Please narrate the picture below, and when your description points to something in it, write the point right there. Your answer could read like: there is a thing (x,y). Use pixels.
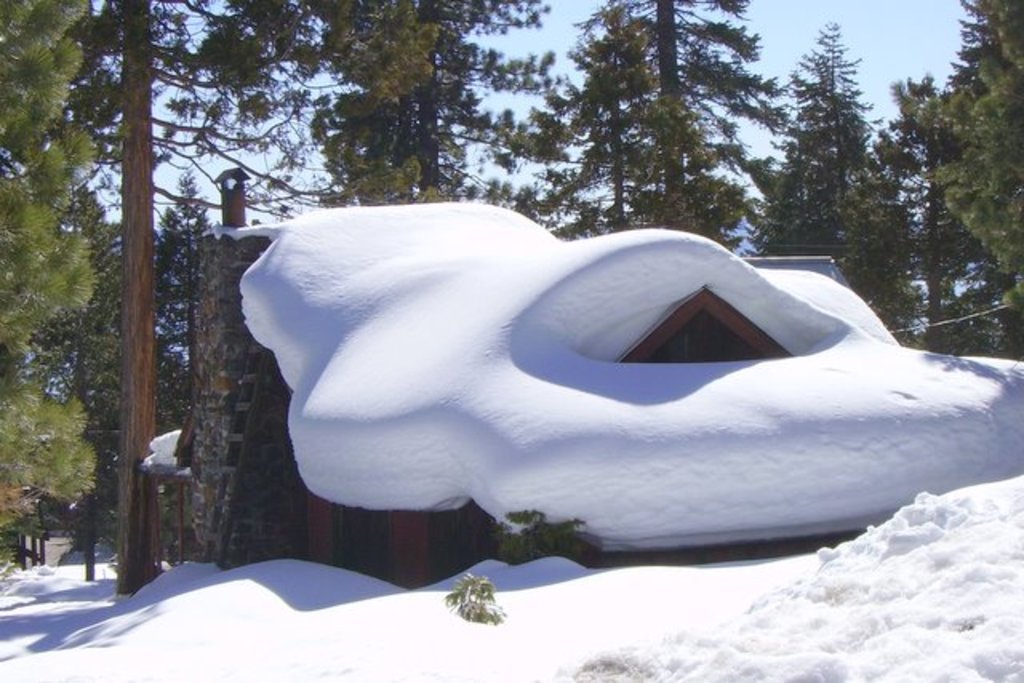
In the image there is a building (273,443) in the middle (625,414) with snow (497,430) covered all over it, in the back (98,216) there are trees (515,148) and above its sky (870,63).
